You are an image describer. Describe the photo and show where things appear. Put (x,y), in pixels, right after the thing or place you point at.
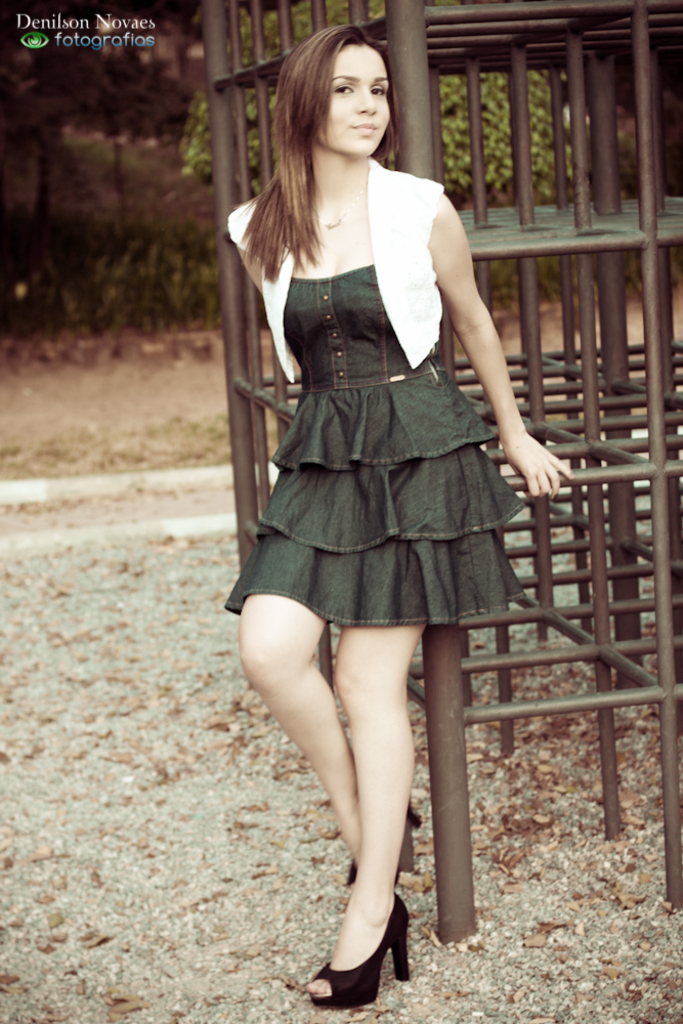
In this image I can see a woman (315,367) is standing on the ground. In the background (566,213), I can see metal object (558,208), a tree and leaves (249,709) on the ground (208,737). Here I can see a watermark (89,40).
